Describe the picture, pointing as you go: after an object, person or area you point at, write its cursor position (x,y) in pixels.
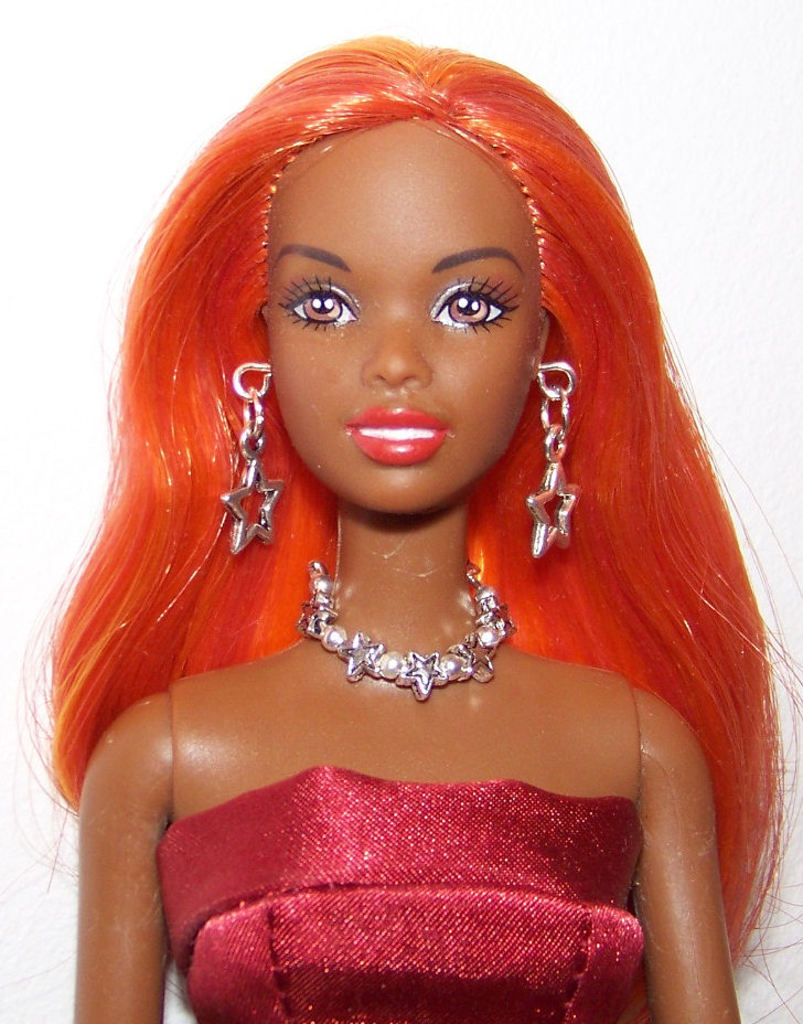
In the picture we can see doll (321,721).
